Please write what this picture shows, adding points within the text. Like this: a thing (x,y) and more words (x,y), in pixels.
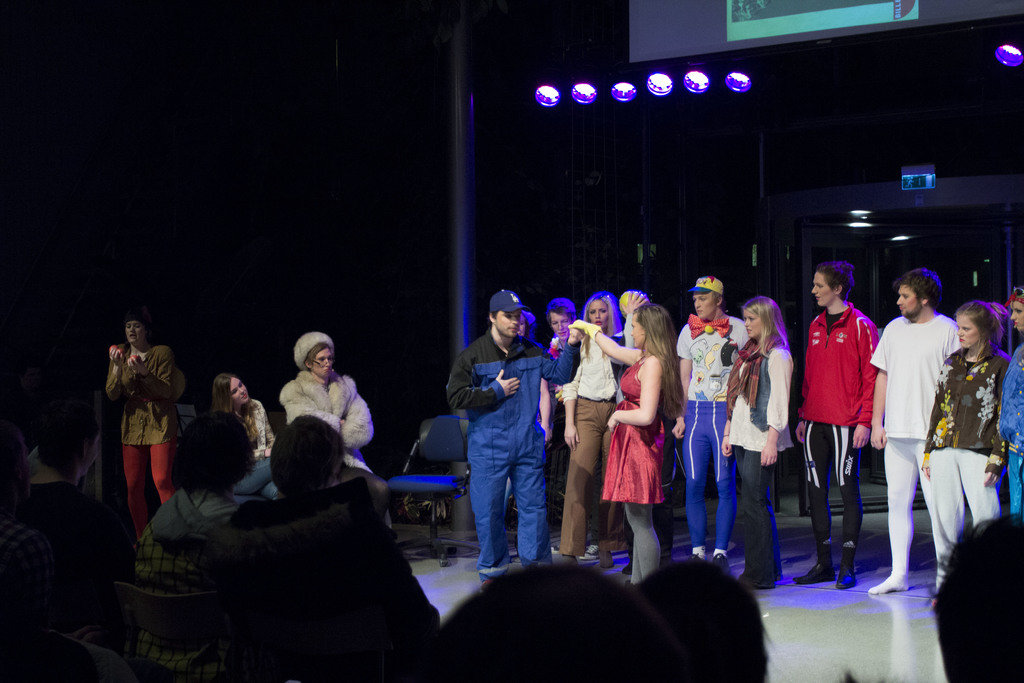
Here in this picture we can see a group of people (911,398) standing on the floor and we can also see some people (347,421) sitting on chairs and the couple (536,437) in the middle (619,428) are acting over there and above them we can see colorful lights (544,88) present and in the front (255,604) we can see people (93,539) sitting and watching them.
